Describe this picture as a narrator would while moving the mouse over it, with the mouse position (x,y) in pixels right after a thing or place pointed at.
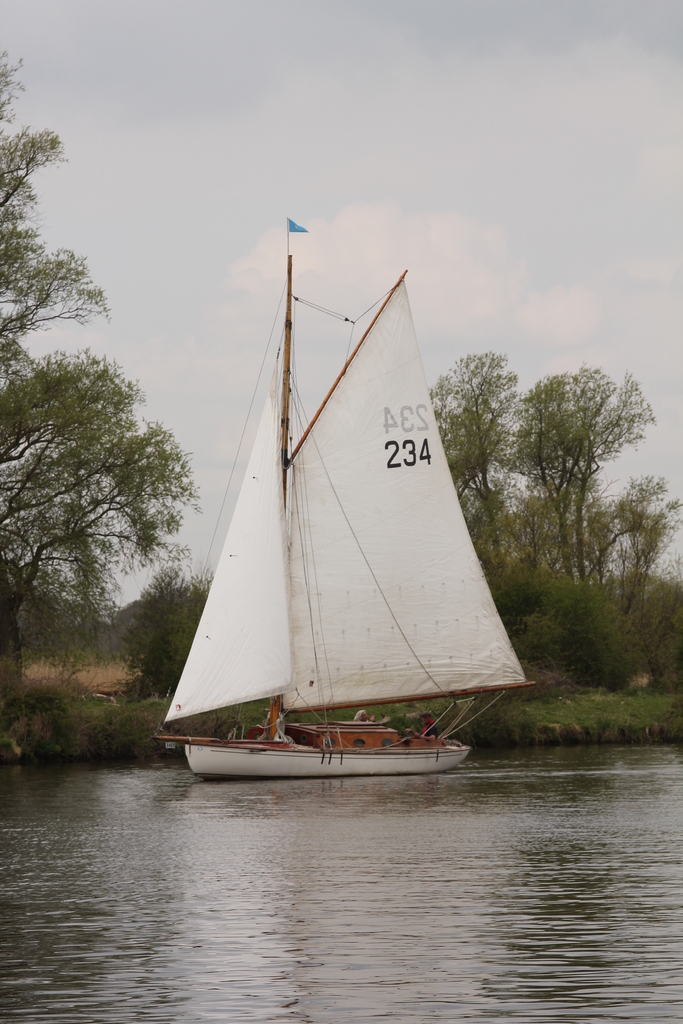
In this image there is a ship (359,663) on the river (375,903). In the background (565,599) there are trees (541,570) and the sky (499,264).
